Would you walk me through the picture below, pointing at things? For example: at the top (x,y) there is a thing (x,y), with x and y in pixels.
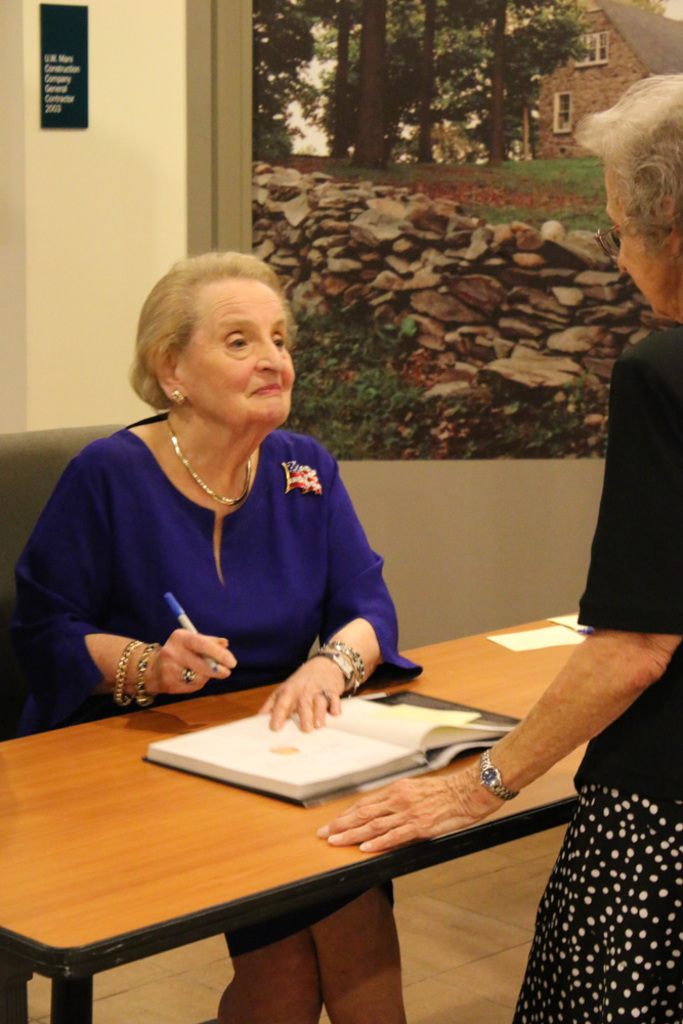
In this image I can see two people (371,663). In front of them there is a table (233,833). On the table (233,833) there is a book (333,732) and a pen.
